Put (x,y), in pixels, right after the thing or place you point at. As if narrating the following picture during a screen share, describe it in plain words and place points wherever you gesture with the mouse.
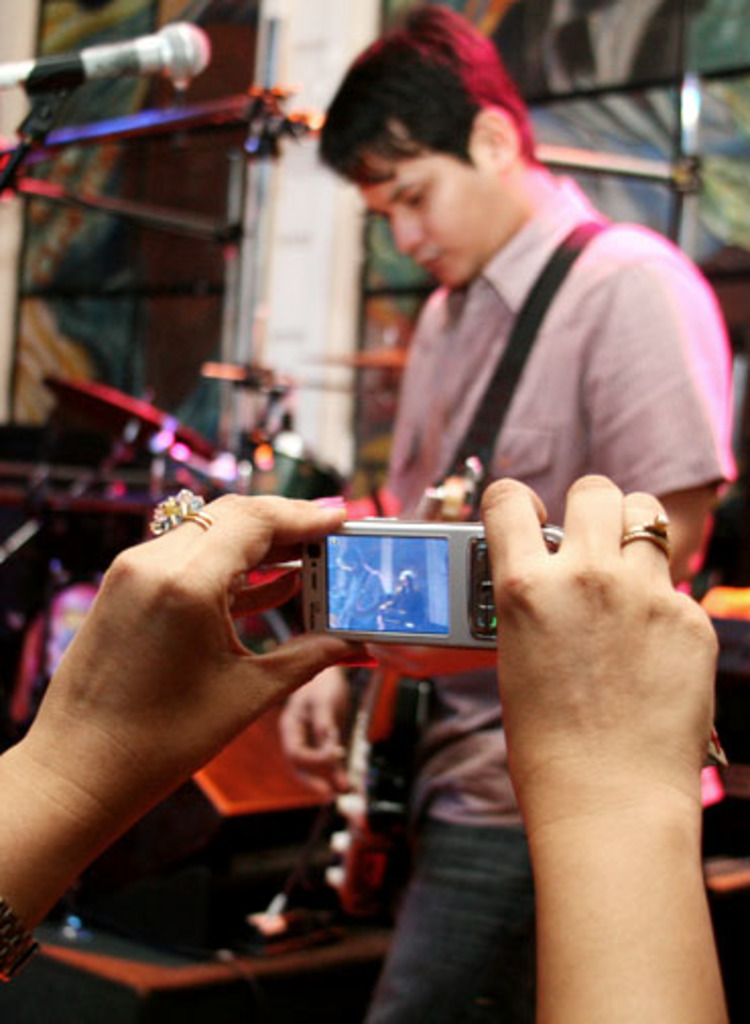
In this image I can see the person (483,385) playing the musical instrument (385,802) and standing in-front of the mic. I can see the hands (164,773) of one more person (180,691) holding the mobile (389,596). In the background (147,477) I can see the musical instruments (168,463) and the boards (161,319) to the wall (285,253).
